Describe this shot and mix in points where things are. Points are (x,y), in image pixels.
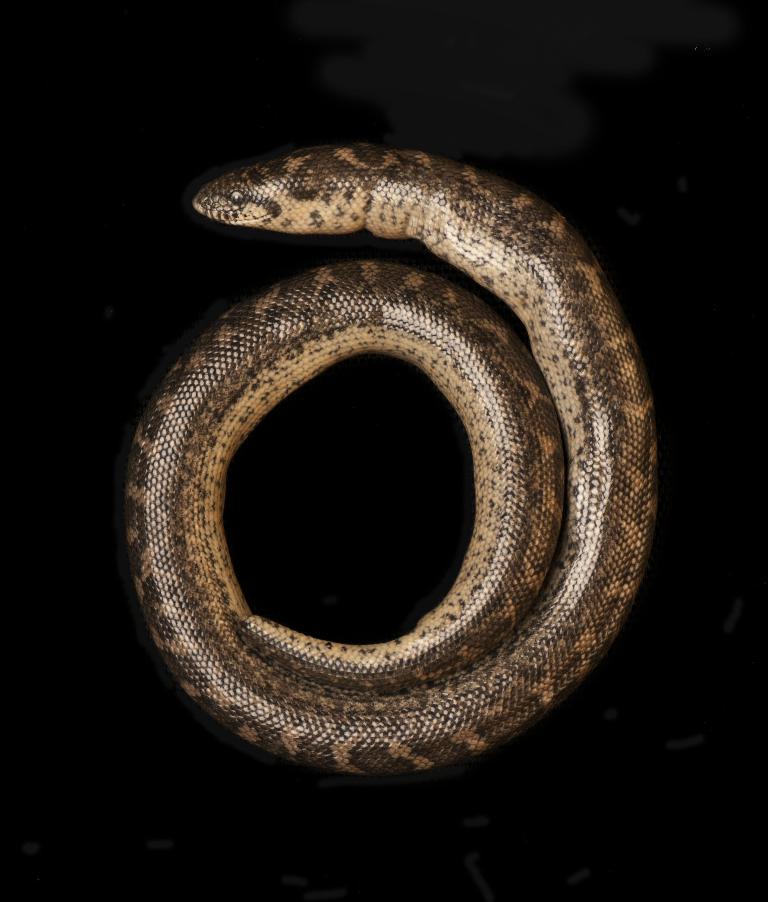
Here in this picture we can see a snake (321,350) present over there.
